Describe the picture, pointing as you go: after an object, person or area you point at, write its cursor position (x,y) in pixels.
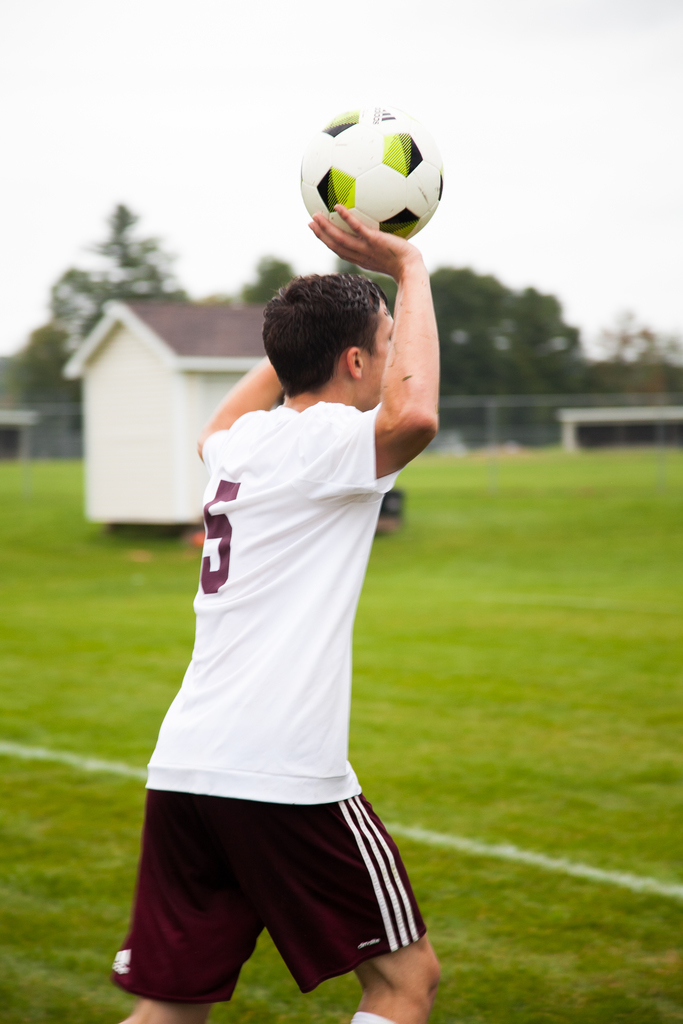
This picture shows a man (340,247) holds a football (389,200) in his hand (394,250) and we see few trees (71,298) around and a house (101,501).
